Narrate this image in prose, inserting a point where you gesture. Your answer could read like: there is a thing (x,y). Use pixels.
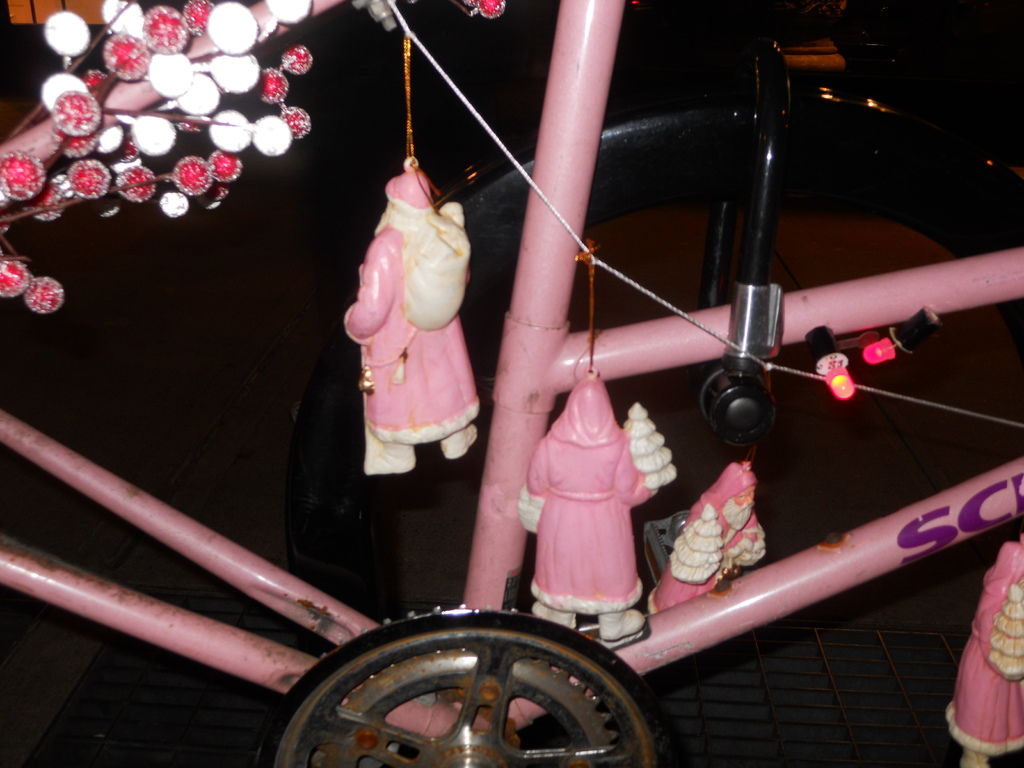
This image looks like a cycle (19,145). It has toys (439,395) of Santa Claus (400,426).
